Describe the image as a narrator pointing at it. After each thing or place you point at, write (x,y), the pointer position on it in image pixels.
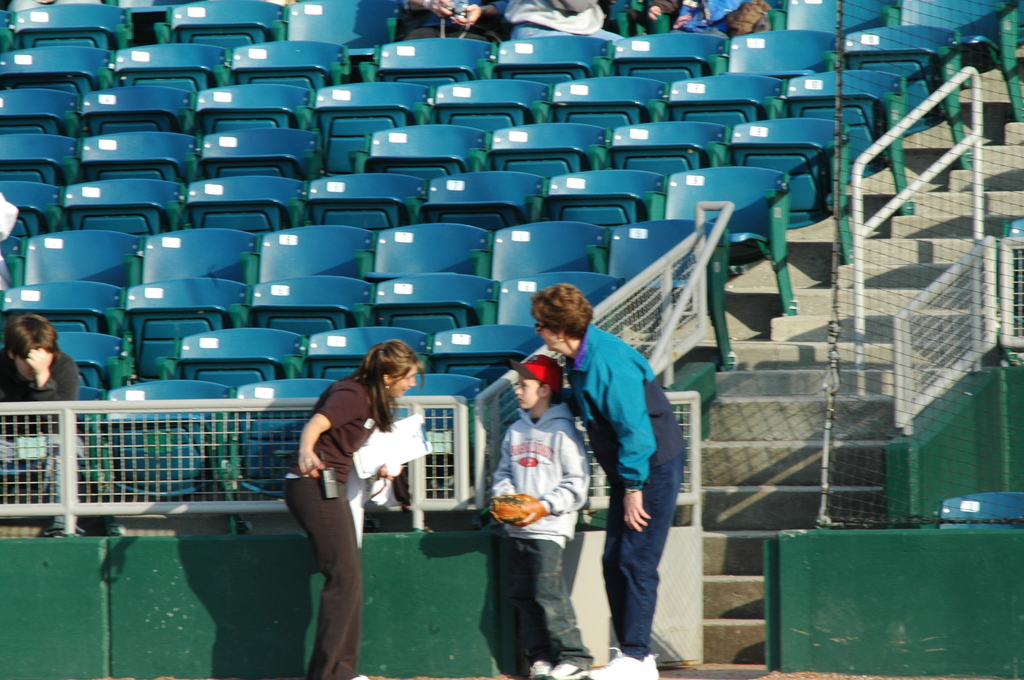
This is looking like a stadium (624,323). At the bottom of the image (323,528) I can see two women (384,429) and a boy (543,501) standing on the floor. At the back of these people (346,575) I can see a wall (398,562) and on that there is a railing (206,445). On the right side (826,370), I can see the stairs (808,353). At the top of the image (266,159) I can see many empty chairs (533,207). Only five people (472,27) are sitting on the chairs (12,288).
